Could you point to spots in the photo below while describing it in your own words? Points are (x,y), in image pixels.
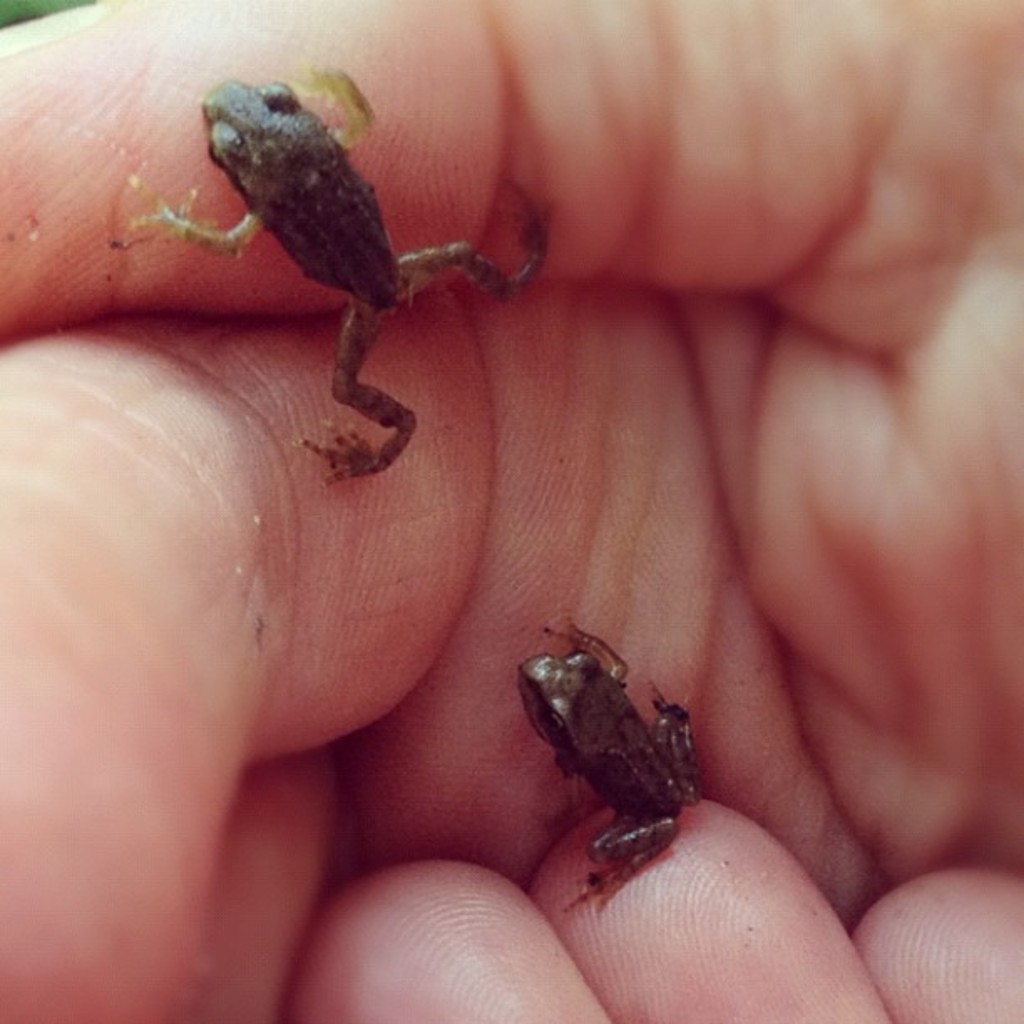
In this image, there are two frogs (344,161) on a hand (372,493) of a person (797,139). At the bottom of this image (442,900), there is another hand (902,962).
